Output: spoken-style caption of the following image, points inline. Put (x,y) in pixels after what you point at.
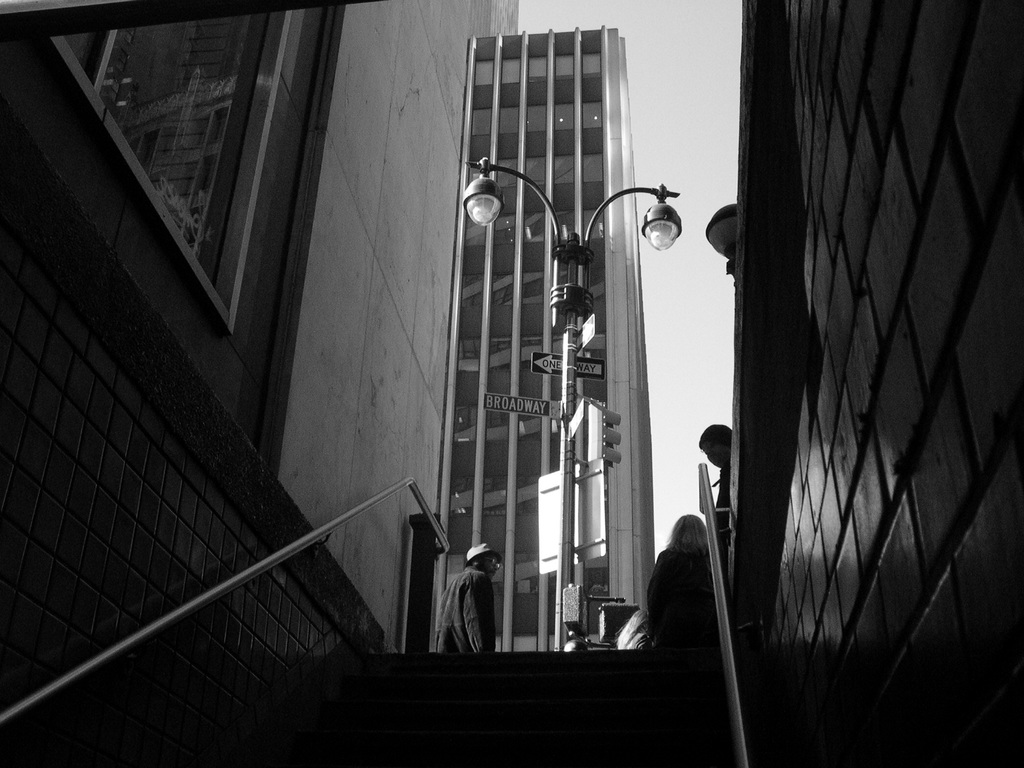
In this image I can see stairs (449,665) in the centre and on the both side of it I can see railings (449,543). In the background (477,430) I can see few buildings (494,454), few people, few poles (565,493), few boards (510,401) and two street lights (552,216). I can also see this image is black and white in colour.
